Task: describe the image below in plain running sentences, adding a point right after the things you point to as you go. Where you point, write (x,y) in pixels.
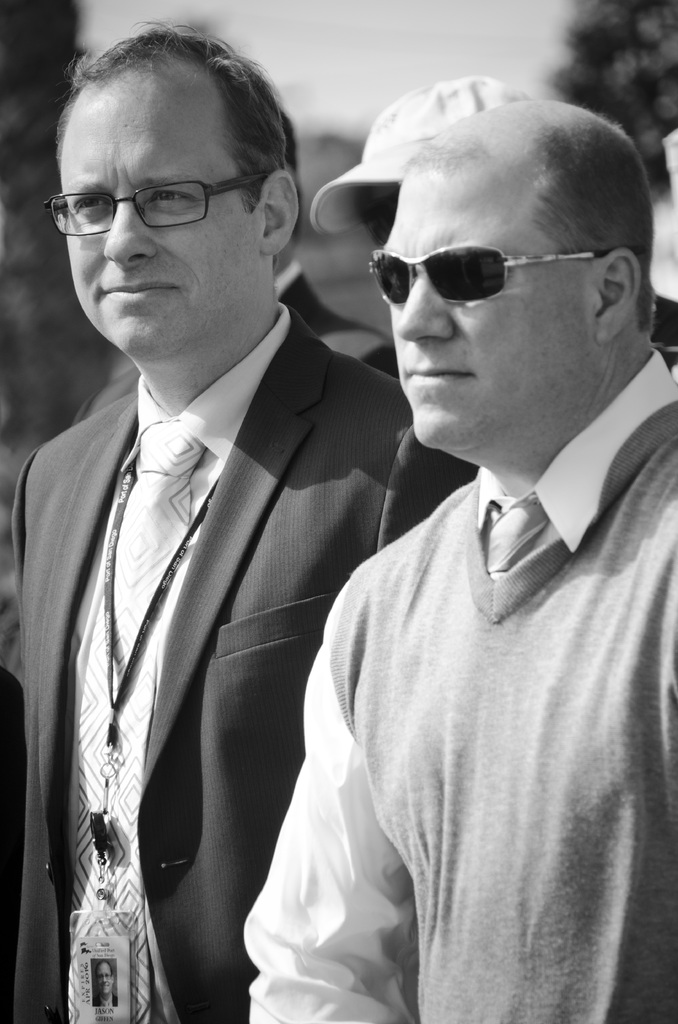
This image is a black and white image. This image is taken outdoors. In the background (381,204) there are two people (290,253). In the middle of the image (311,589) two men (277,673) are standing. They have worn spectacles (168,205).
